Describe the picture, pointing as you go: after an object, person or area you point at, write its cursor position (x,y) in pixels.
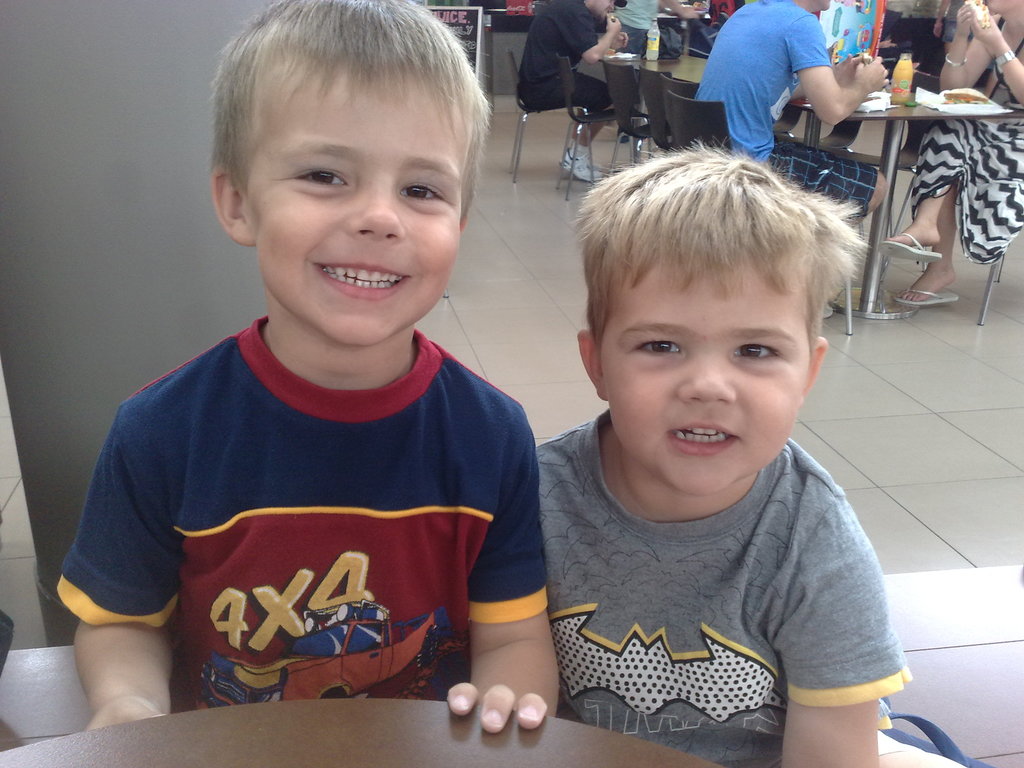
These persons (854,83) are sitting on the chairs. We can see bottles (902,79), food (951,101) on the table (926,112). This is floor (948,494). Behind these two persons (483,526) we can see a pillar (98,232).
